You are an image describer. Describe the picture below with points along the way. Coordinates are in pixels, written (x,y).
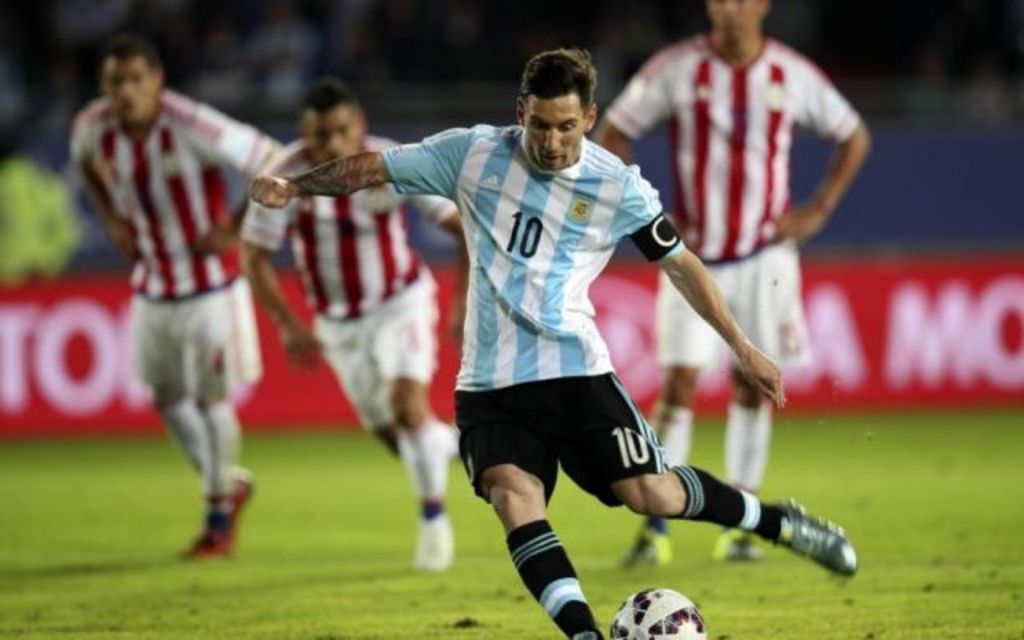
In this Image I can see the group of people (470,344) are on the ground (259,611). These people (374,369) are wearing the red, blue, white and black color dress (332,273). I can see there is a ball (676,617) on the ground (867,594). In the back (302,382) there is a red color board (302,382) and it is blurry.
